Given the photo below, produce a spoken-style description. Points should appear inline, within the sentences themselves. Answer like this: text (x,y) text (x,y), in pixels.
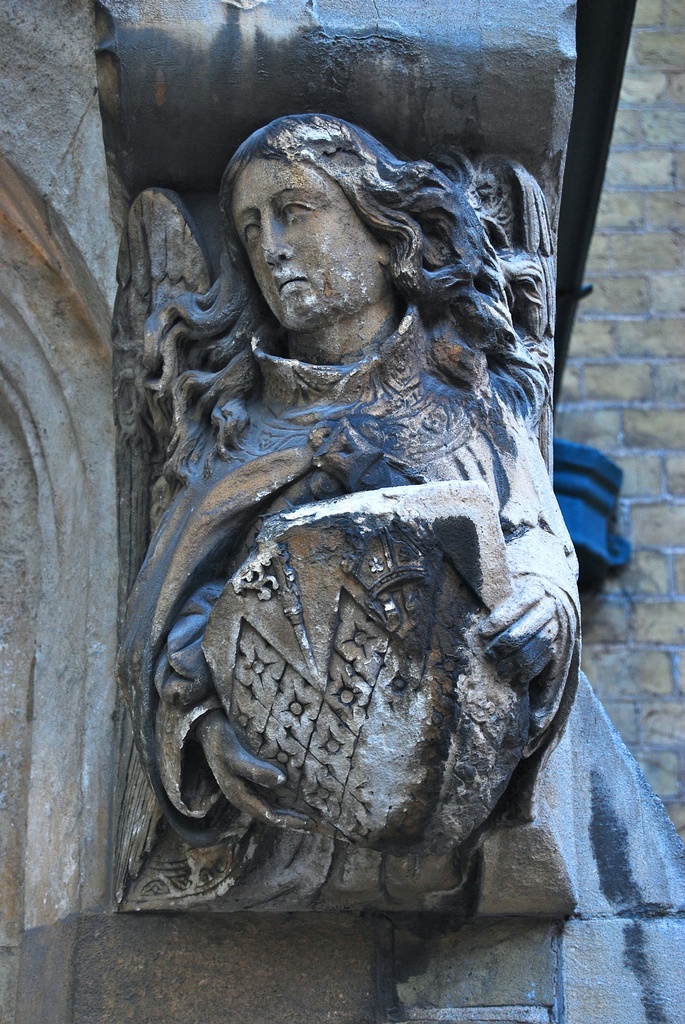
In this image I can see a sculpture (201,431) of a woman (196,469). In the background (575,486) I can see a blue colour thing (589,499) and a wall (641,400).
